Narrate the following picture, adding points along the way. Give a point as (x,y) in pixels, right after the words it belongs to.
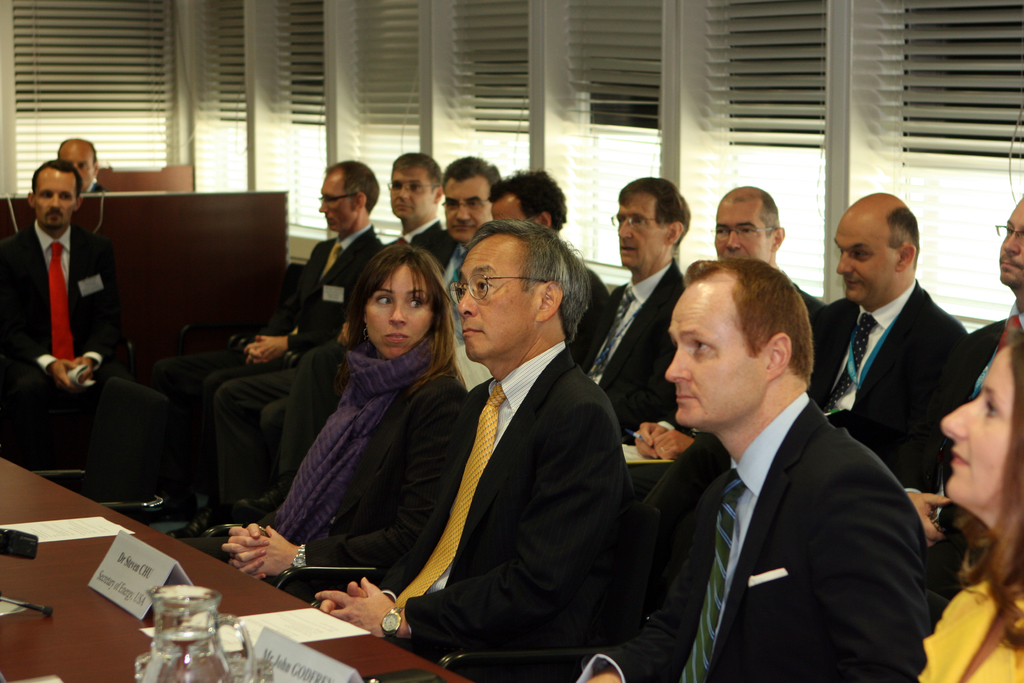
In this image I can see number of persons (631,402) wearing black colored blazers (872,596) are sitting on the chairs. I can see a brown colored table (78,639) and on the table (75,625) I can see few papers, a glass jug (172,614), few boards (360,675) and few other objects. In the background (629,105) I can see few windows (485,136) and window blinds (586,84).
